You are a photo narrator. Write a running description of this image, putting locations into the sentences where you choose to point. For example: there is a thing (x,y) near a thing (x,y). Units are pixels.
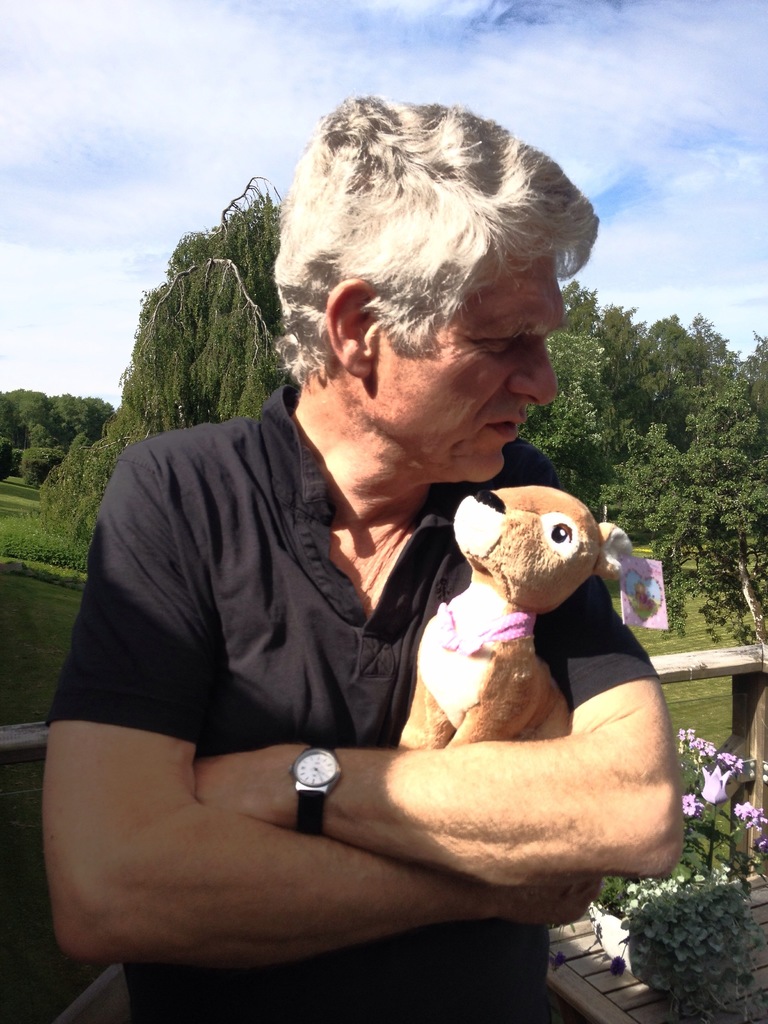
In the foreground of this picture (330,633) we can see a person (290,532) wearing black color t-shirt (304,654), holding a soft toy (487,732) and seems to be standing. In the background (686,937) we can see the plants (702,924), flowers (723,802), green grass (715,706), trees (702,514) and some other objects (752,667) and we can see the sky (455,57).
